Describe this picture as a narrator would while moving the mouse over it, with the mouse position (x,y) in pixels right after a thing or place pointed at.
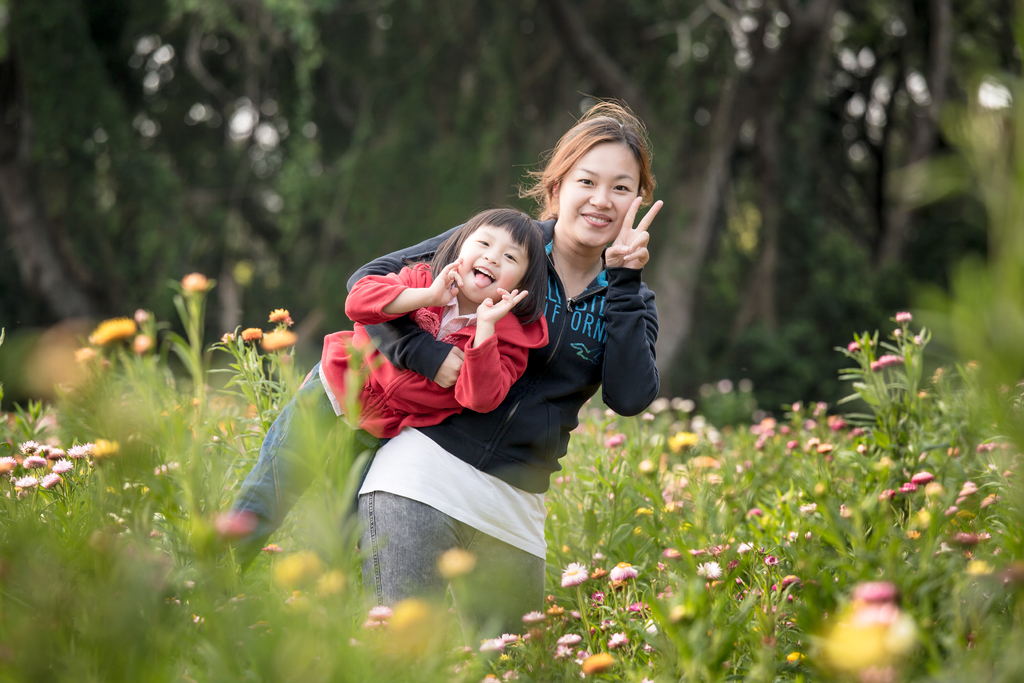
In the center of the image (488,232) there is a lady (542,199) holding a girl (518,367). At the bottom of the image (631,550) there are plants (662,569) with flowers (635,577). In the background of the image (295,88) there are trees (448,120).
